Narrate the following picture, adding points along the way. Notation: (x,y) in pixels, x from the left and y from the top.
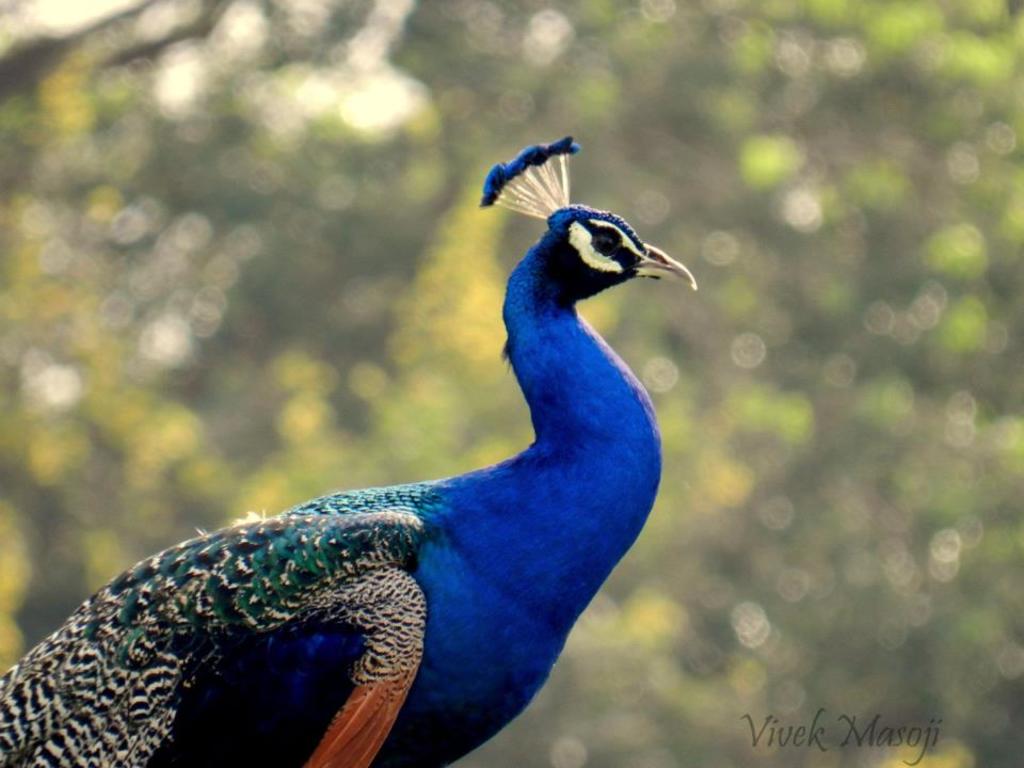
This image consists of a peacock (544,620) in blue color. In the background (862,245), we can see the trees (866,287). And the background (677,50) is blurred.
